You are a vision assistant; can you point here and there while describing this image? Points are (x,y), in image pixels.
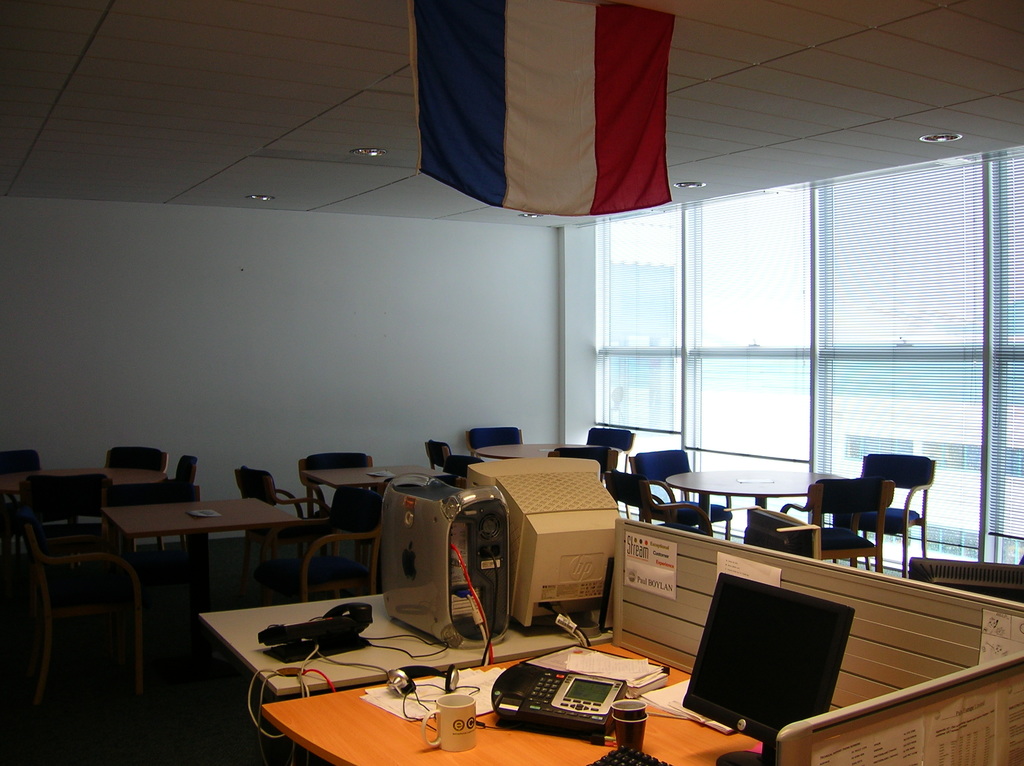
In this image I can see the systems (448,621), electronic gadget (536,721), cups (470,720), papers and headset (407,675). These are on the tables (393,754). To the side I can see few more tables (266,508) and chairs (132,488). In the background (721,397) I can see the wall (372,325) and the glass (743,310). There is a flag (459,120) in the top (472,84).
